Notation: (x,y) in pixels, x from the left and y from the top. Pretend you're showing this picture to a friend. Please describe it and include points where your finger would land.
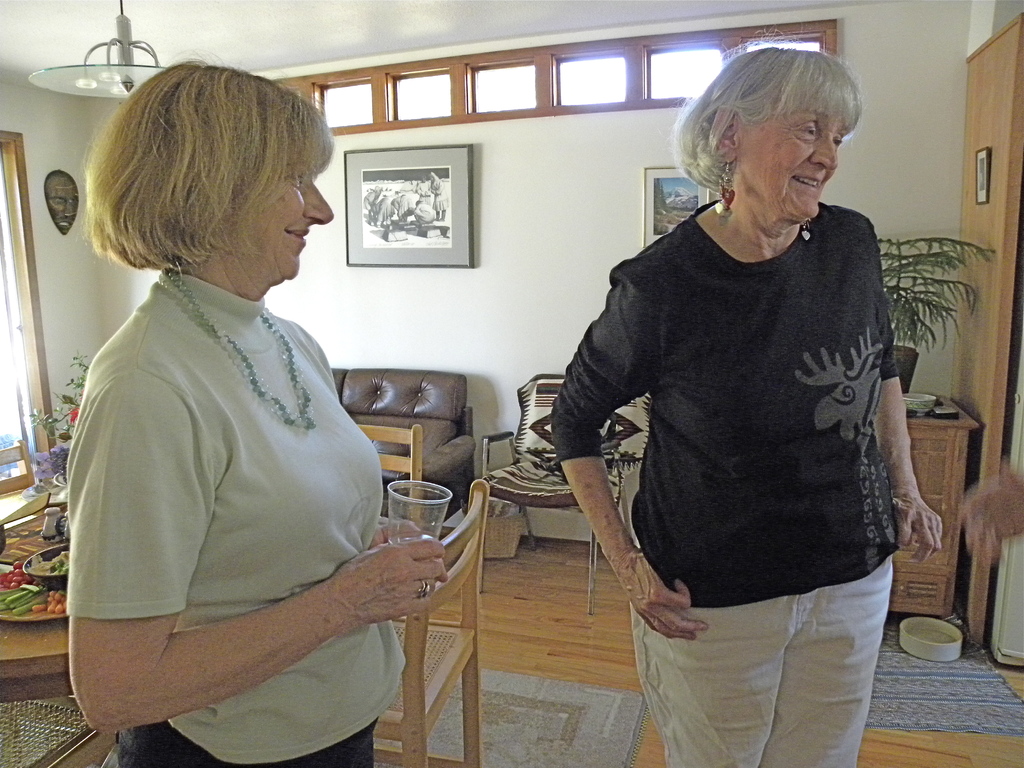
In this picture there are two women (293,354) are standing and one of them is holding a glass (407,504) in her hand (389,559). The picture is clicked inside a house (522,632) where there are sofas (387,422), chairs (534,456) and there are food eatables (38,603) on top of the table (27,538). In the background (433,192) there are photographs (441,203), paintings (663,204) attached to the wall (553,203). There are also series of glass windows (612,49) fitted to the roof (136,12).
